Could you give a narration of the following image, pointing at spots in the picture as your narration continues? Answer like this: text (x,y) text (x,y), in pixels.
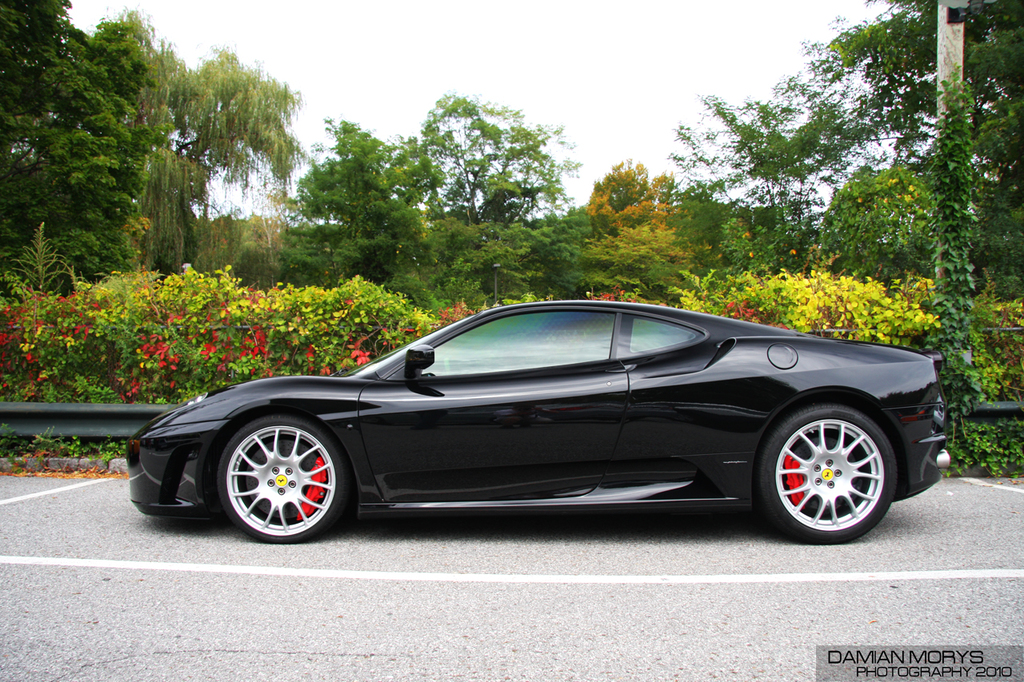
There is one car (276,511) is present on the road (418,554) as we can see at the bottom of this image (573,477) and there are some trees (543,285) in the background (697,280). There is a sky (464,59) at the top of this image (511,51).
